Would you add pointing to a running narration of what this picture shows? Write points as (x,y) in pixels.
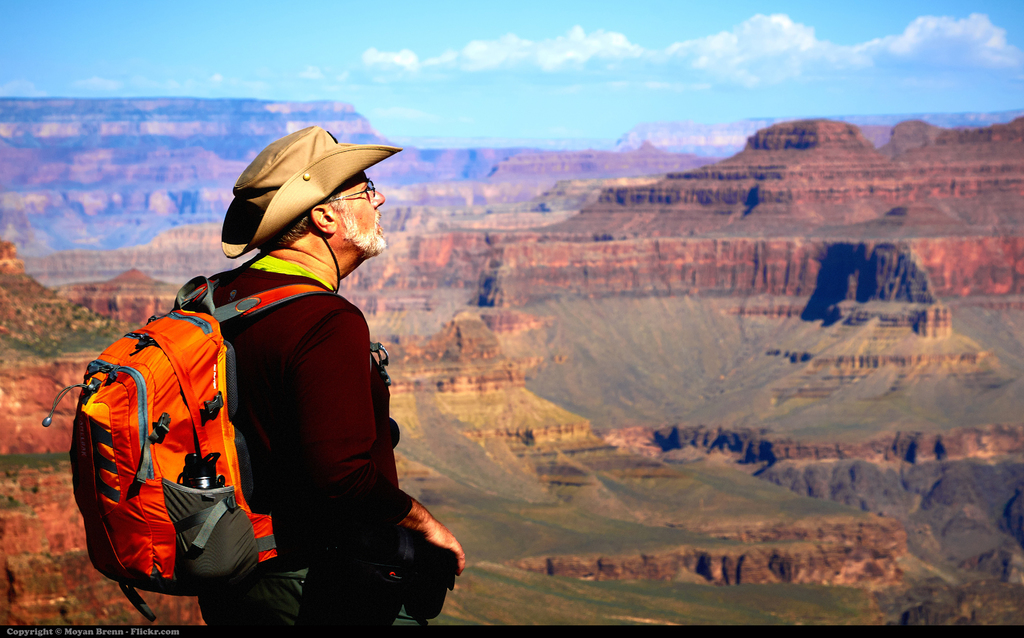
A man (310,353) wearing a jacket (296,383) and a bag (180,390), hat (262,201), specs (331,199) is standing, holding a camera (394,567). In the background (537,364) there is a hill (517,290), sky (591,107) with clouds (752,68).
